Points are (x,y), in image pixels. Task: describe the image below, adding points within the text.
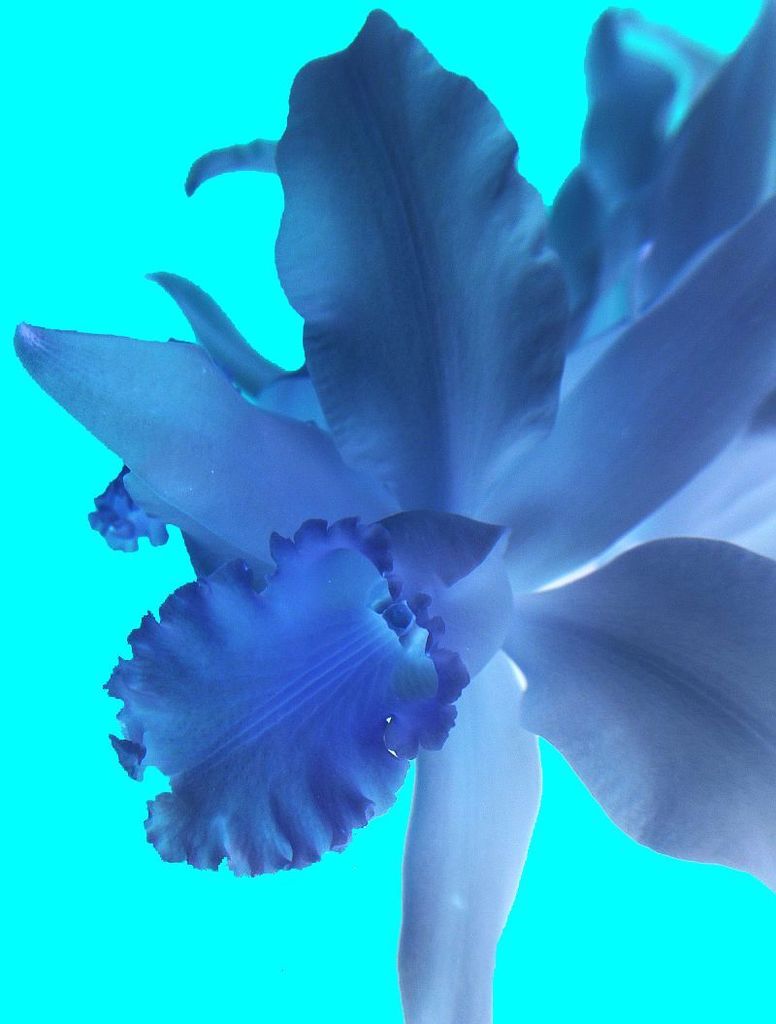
In this image I can see few blue colour things (352,543) over here.
